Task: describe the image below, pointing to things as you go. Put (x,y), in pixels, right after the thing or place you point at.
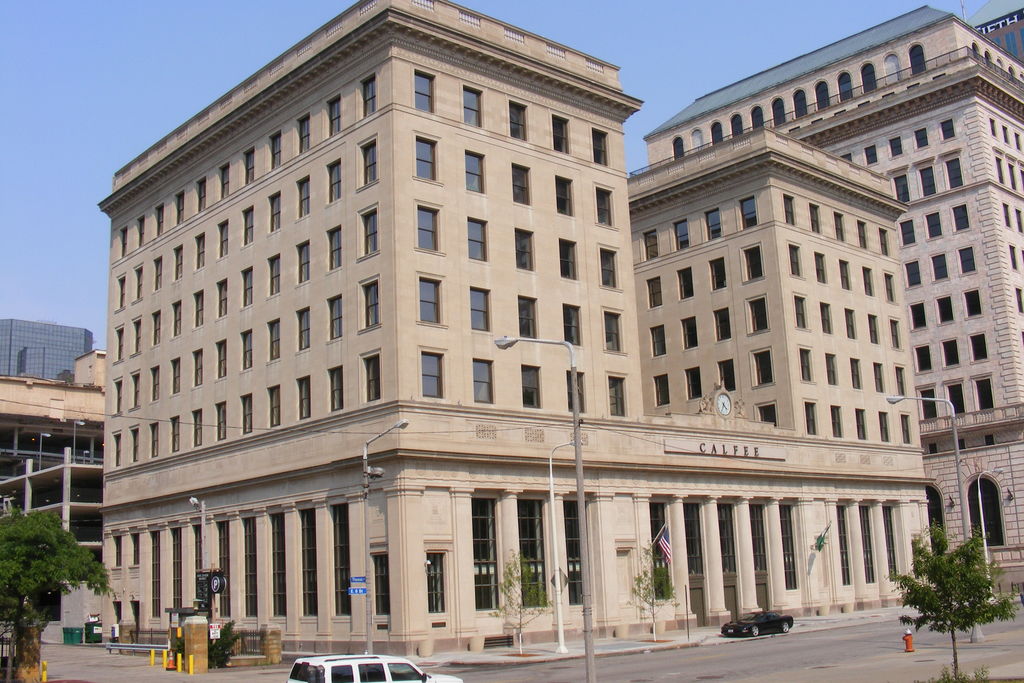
In this image I can see few vehicles (771,624) on the road (744,645), few light poles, trees (55,539) in green color. Background (391,254) I can see few buildings (594,268) in cream color and the sky (123,128) is in blue color.
